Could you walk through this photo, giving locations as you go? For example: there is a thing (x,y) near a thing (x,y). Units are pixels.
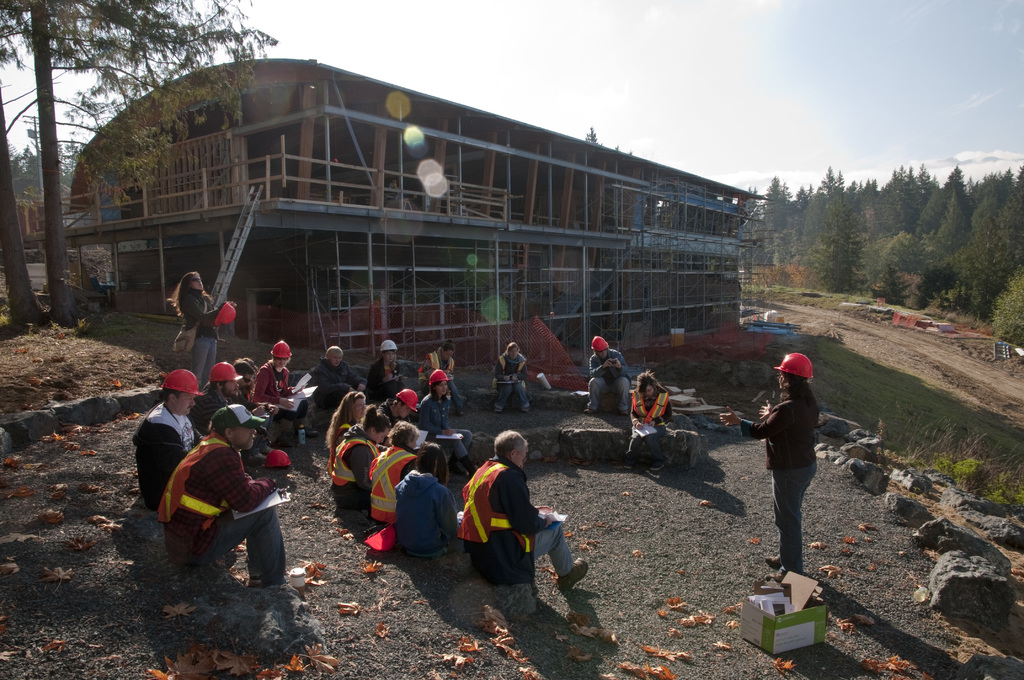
In this picture there are people (225,379) those who are sitting on the floor (709,443), they are writing something and there is a lady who is standing on the right side of the image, she is explaining something, there is a semi constructed house (394,121) in the center of the image (424,266) and there are trees (96,36) in the background area of the image (41,60).
